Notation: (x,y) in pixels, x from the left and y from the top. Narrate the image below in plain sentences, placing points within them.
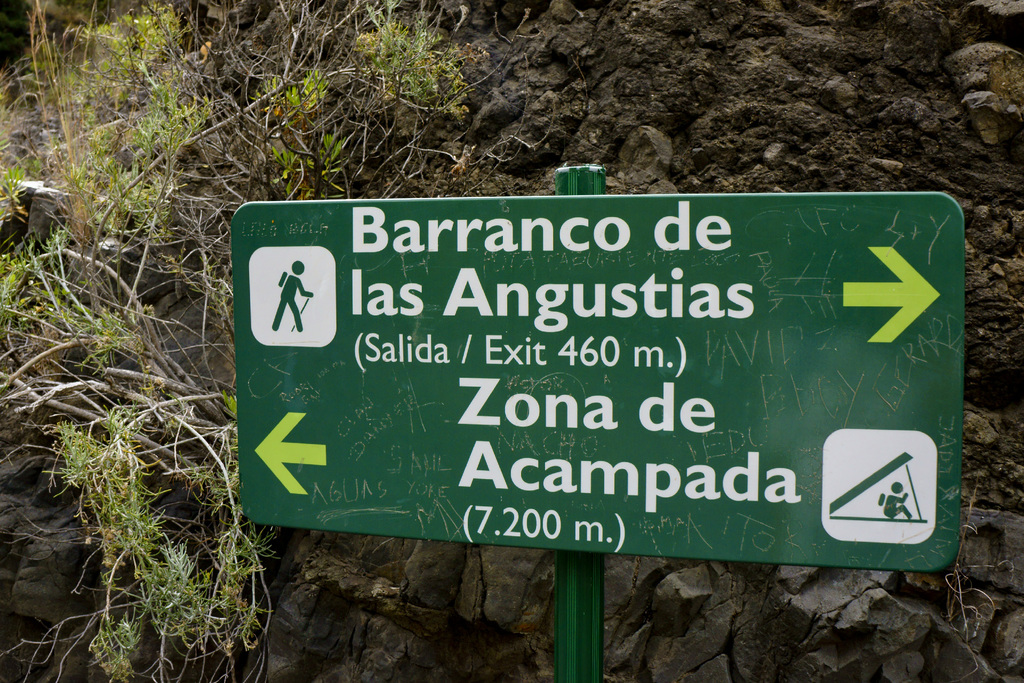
In this image I can see a green color board (565,338) which has something written on it. In the background (301,141) I can see plants (250,146).
